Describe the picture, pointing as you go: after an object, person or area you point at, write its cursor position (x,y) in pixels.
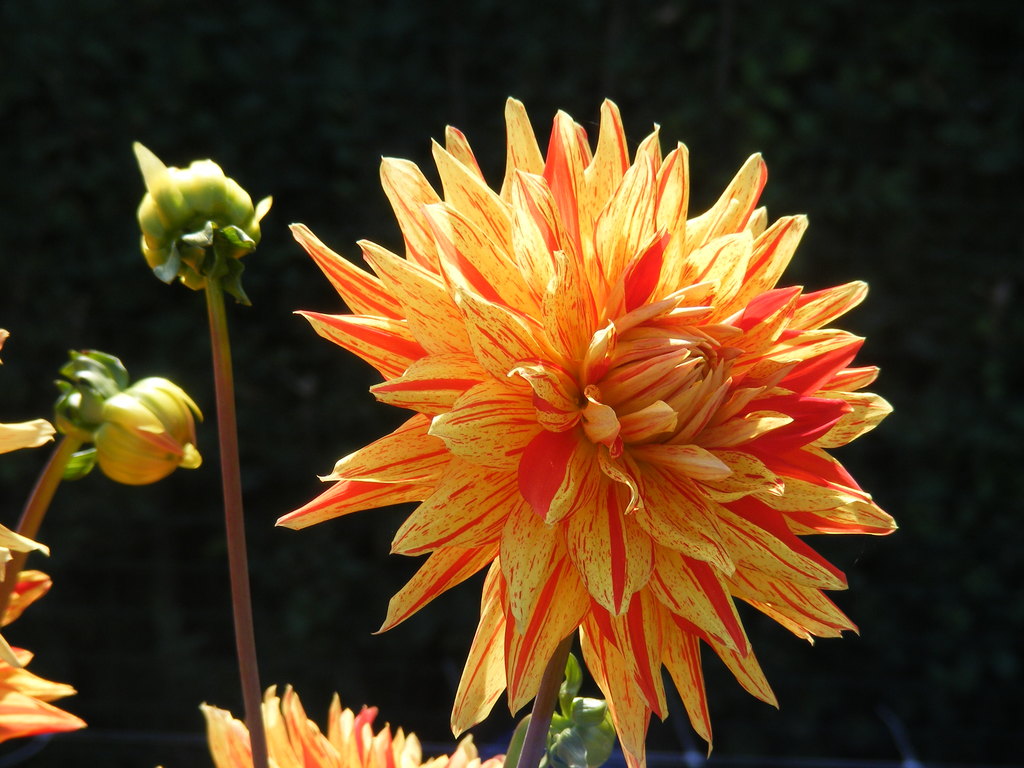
In this image I can see few flowers (590,404) which yellow and orange in color and a plant (236,475) which is brown and green in color and I can see the background (269,340) which is black and green in color.
